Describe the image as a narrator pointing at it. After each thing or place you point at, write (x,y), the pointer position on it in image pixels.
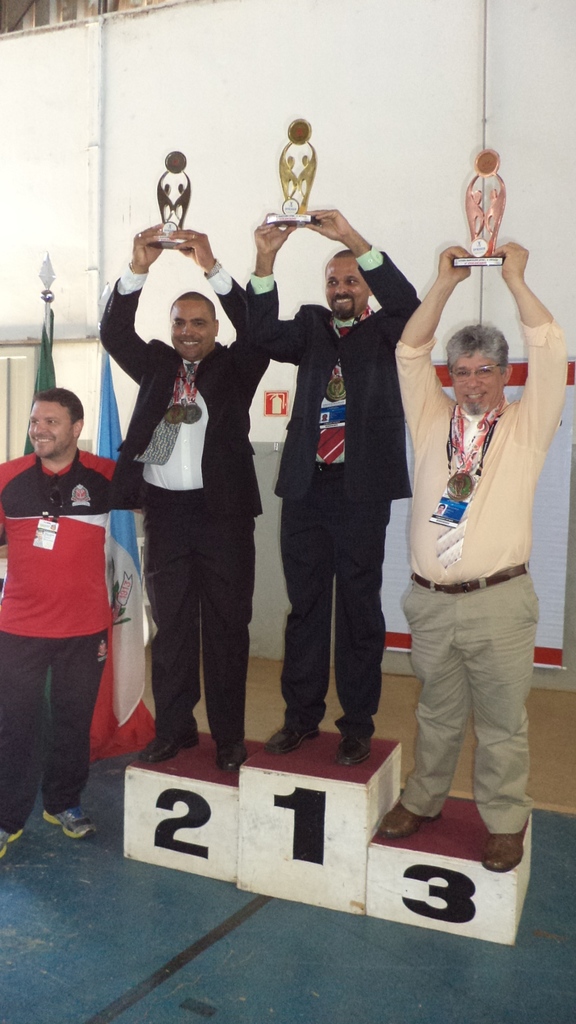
In this picture we can see three men (289,527) wore medals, holding trophies (306,152) with their hands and standing on a podium (333,869) and a man (47,520) smiling and standing on the floor (74,936) and in the background (78,386) we can see flags (104,409), wall (66,184) and some objects (554,525).
